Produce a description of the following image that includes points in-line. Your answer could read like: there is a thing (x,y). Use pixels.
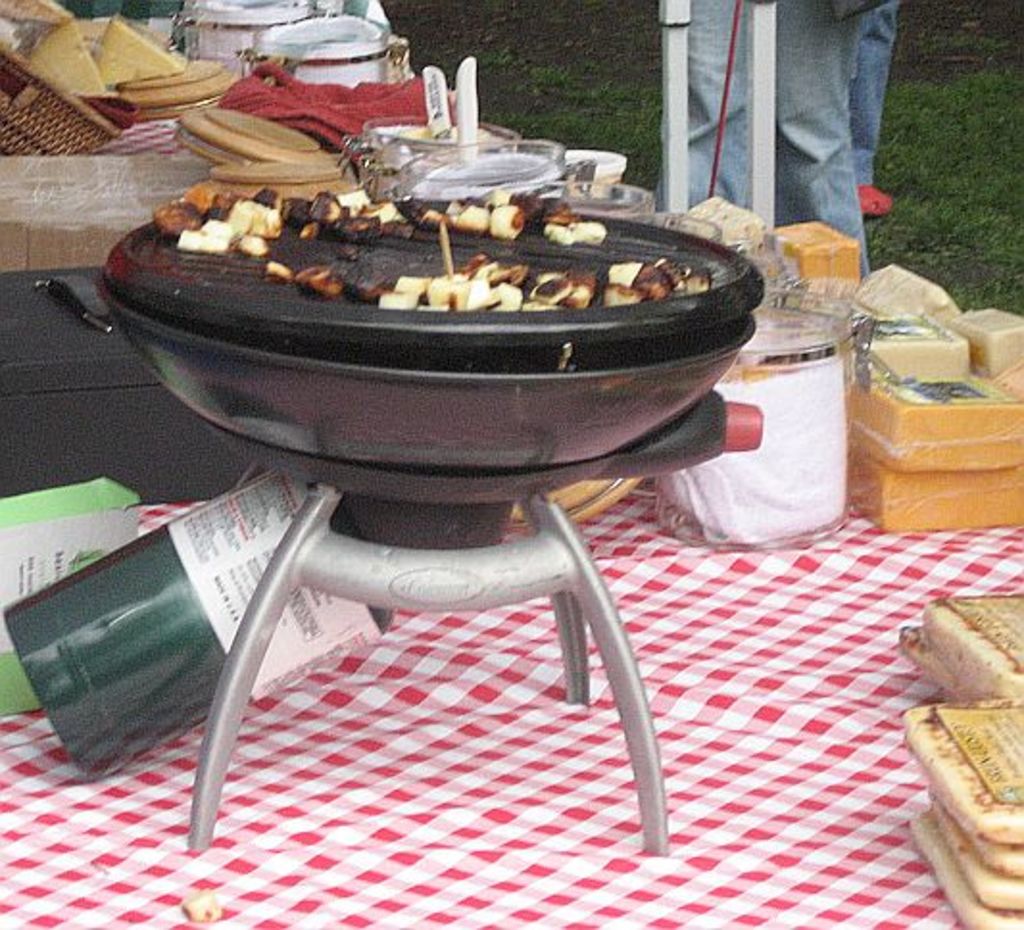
In this image we can see a cloth (757,657) on the table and on the cloth (762,699) there is a stove (447,432), some food items (976,854), a box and a few other objects (768,392), there are person legs (799,133) and white color rod (769,57) in the ground (651,20).
